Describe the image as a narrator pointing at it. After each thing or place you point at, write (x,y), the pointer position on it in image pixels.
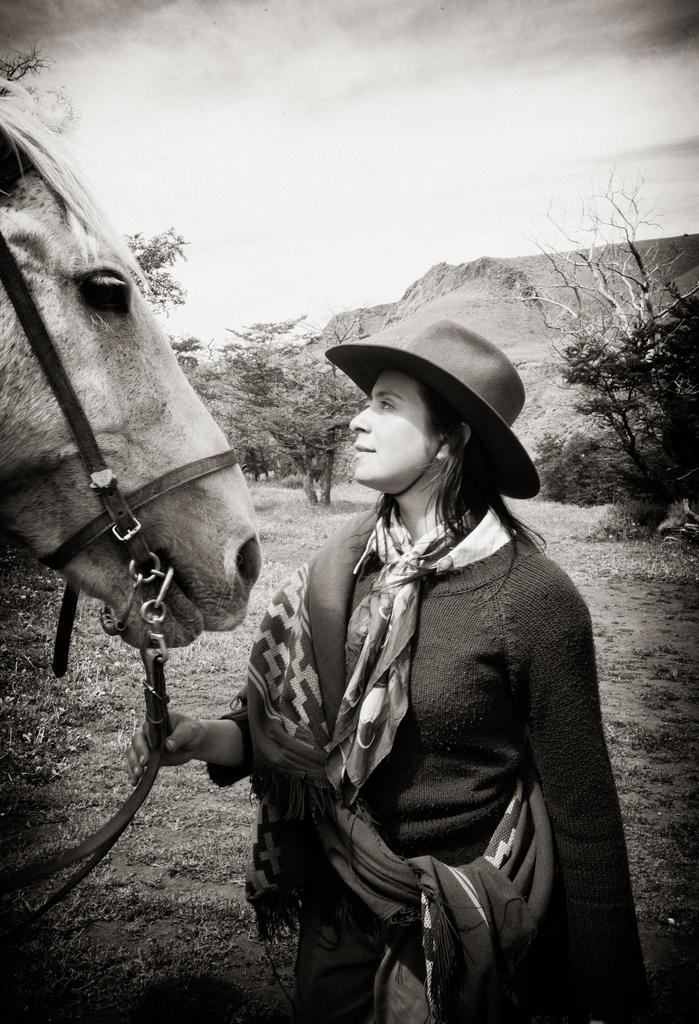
This is a black and white picture. Here we can see a woman (328,355) standing besides a horse (128,353). These are the trees (616,386) and there is a sky (354,105).
